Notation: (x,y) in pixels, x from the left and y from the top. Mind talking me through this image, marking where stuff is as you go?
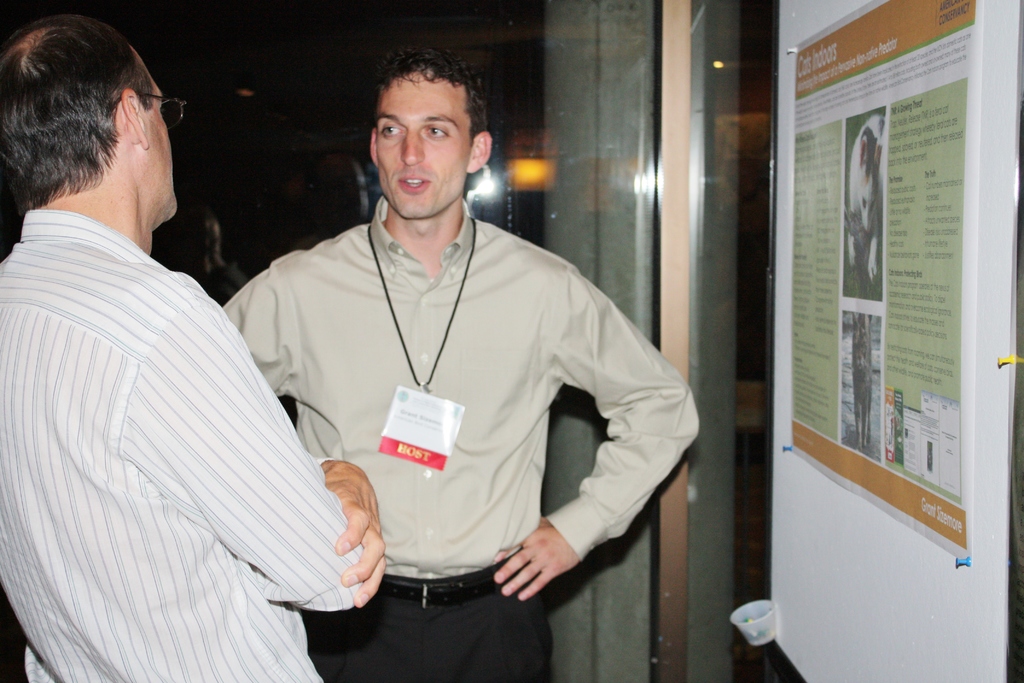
In this image there are two men (334,325) standing, there is a man (406,214) talking, he is wearing an identity card (393,412), there is a board (905,592) towards the right of the image (865,395), there is a paper (940,354) on the board (897,523), there is text (939,306) on the paper (859,198), there is a pillar (626,78), the background of the image (283,56) is dark.
